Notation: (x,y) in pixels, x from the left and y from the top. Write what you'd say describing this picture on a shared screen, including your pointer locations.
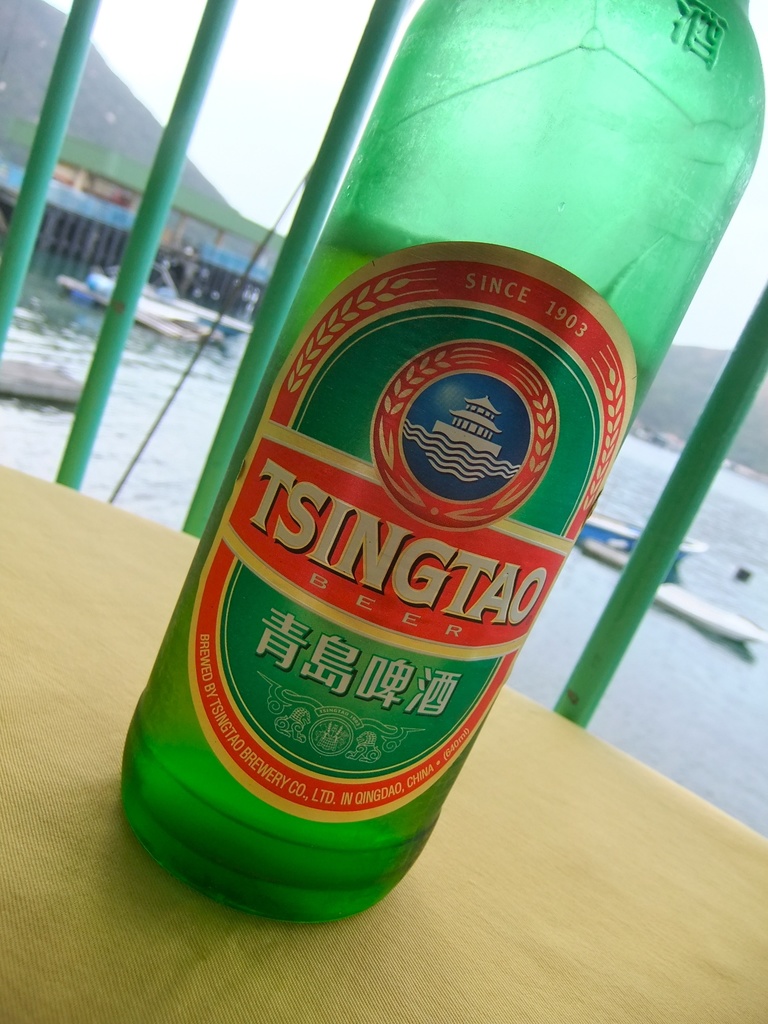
There is a bottle (201,604). This is water (731,761) and there are boats (735,619). On the background (251,159) there is a sky (281,101) and this is mountain (90,110).
